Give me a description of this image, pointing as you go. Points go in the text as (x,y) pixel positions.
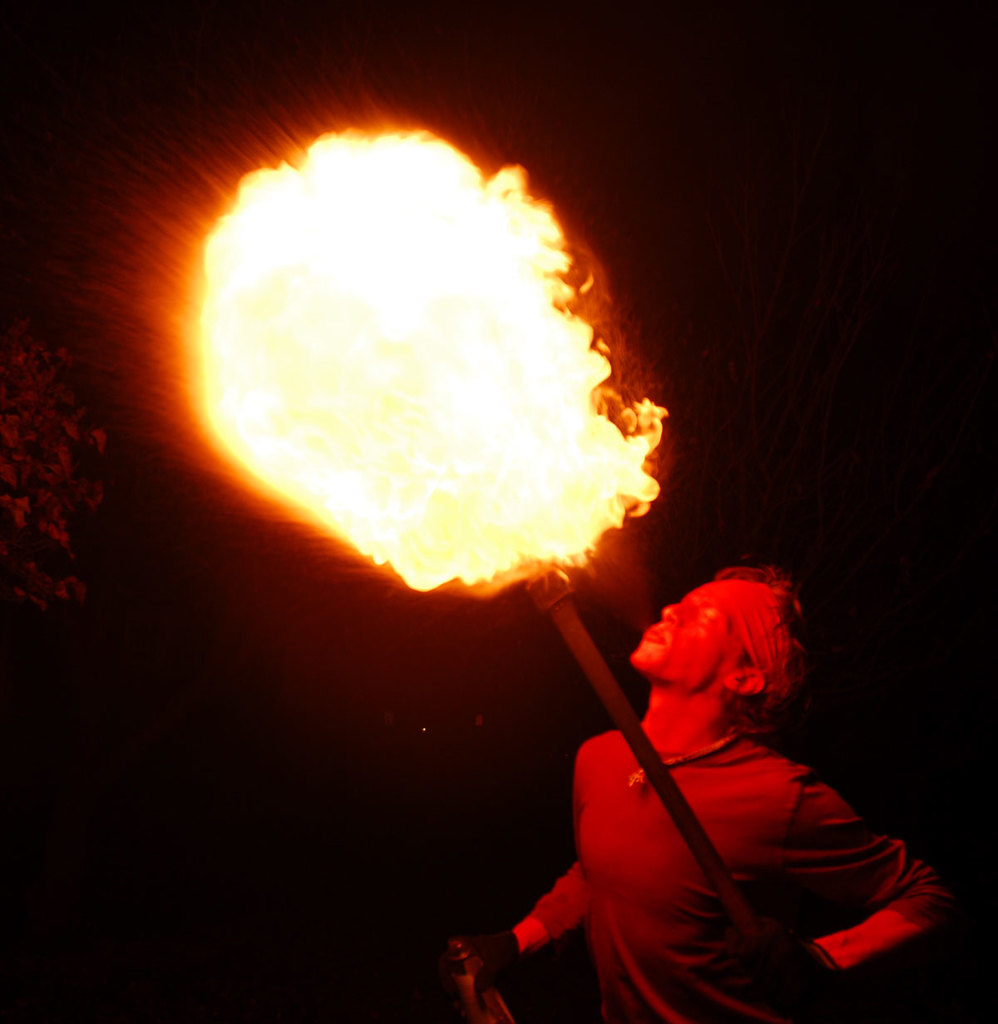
In the picture we can see a man (734,746) standing and holding a stick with a fire (378,496) and blowing it in the dark.
